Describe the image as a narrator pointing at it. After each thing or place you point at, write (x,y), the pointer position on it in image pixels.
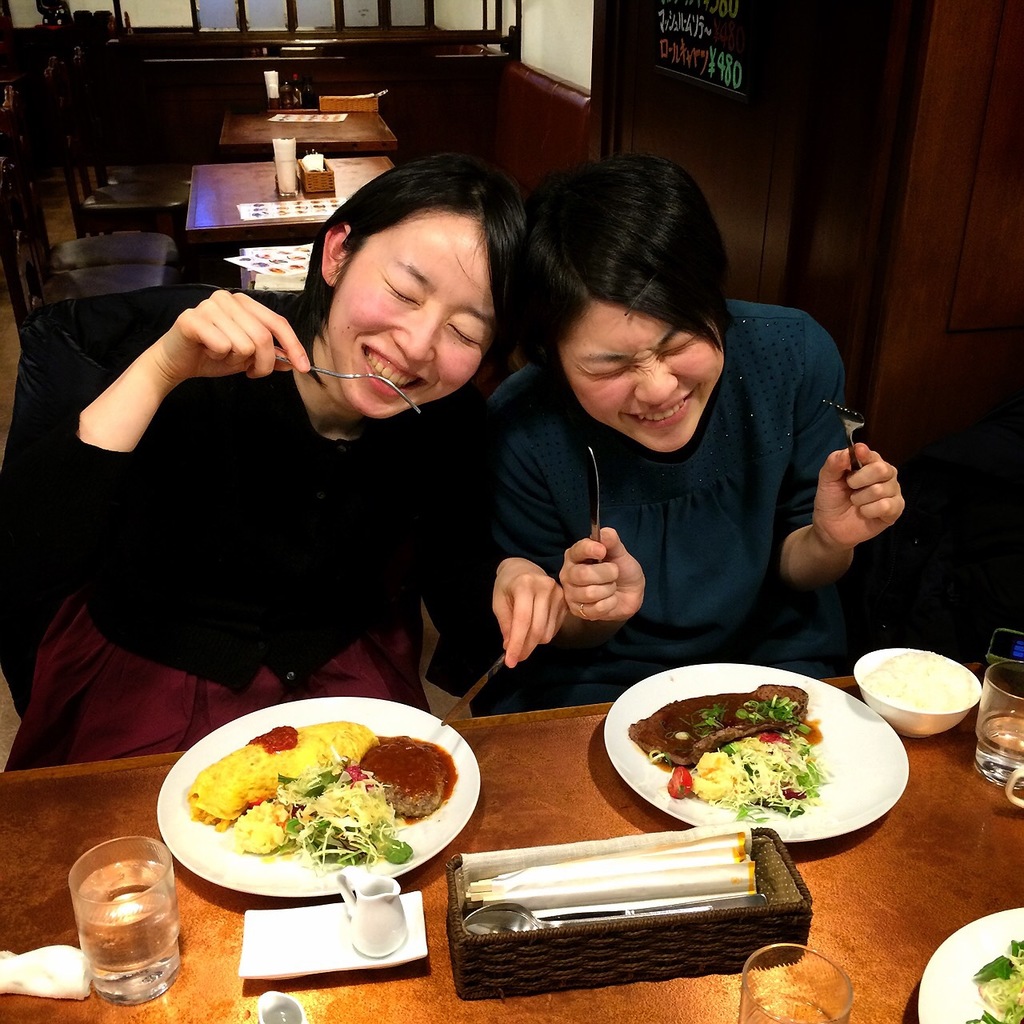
In this image there are two persons (392,498) holding knife (509,655) and fork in their hands (240,354). Before them there is a table (300,901) having plates (231,859), glasses (104,944), tray (536,960) are on it. In the tray (523,942) there is a spoon (533,927) and few objects (631,872) are on it. Plates (409,835) are having food (424,742) on it. Glasses (124,958) are filled with drink (91,946). Behind the persons (176,386) there are few tables (207,197) and chairs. Top of the image (413,17) there are windows (168,21) to the wall (530,53). Right side (931,416) there is a door (897,397).
